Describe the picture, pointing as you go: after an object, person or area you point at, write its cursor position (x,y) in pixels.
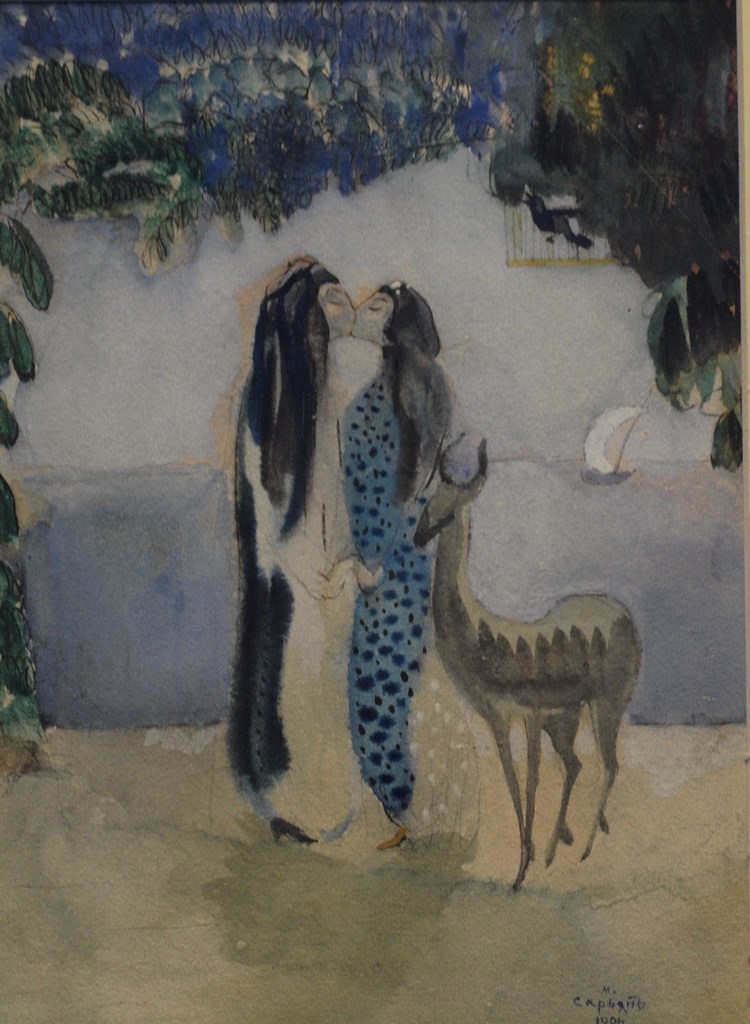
In this image, there is an art (544,507) contains two persons (329,464) beside the animal (482,645) kissing each other.
